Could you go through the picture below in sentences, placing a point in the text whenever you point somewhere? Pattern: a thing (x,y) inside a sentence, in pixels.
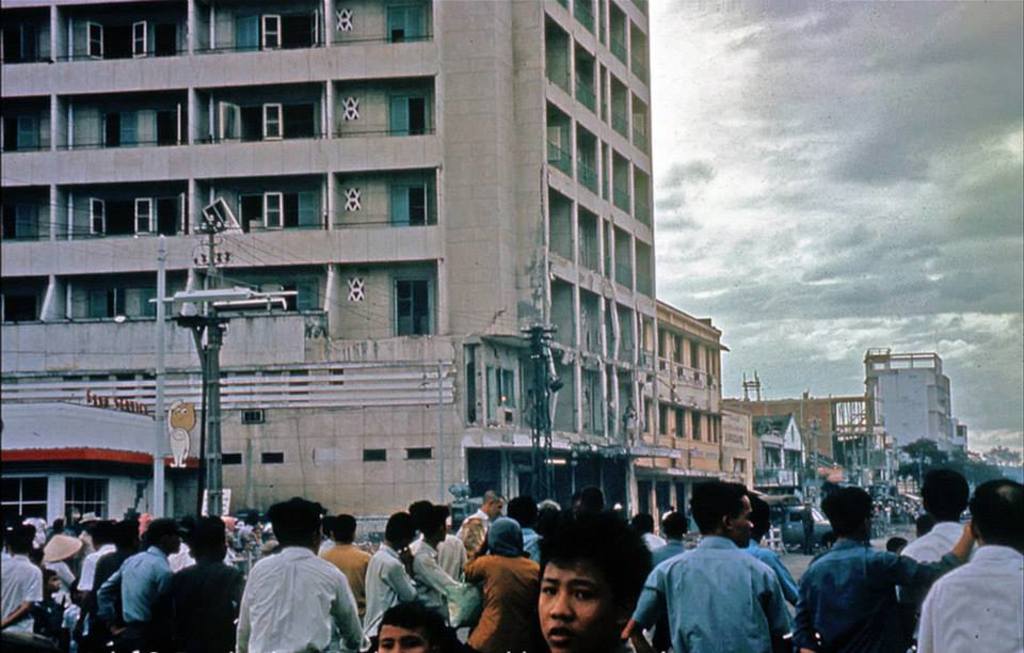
In this picture I can see there are a few buildings (307,294) and it has few doors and windows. There are people (530,586) standing and there are a few more buildings (876,394), there are trees (913,440), electric poles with cables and the sky (890,199) is cloudy.
